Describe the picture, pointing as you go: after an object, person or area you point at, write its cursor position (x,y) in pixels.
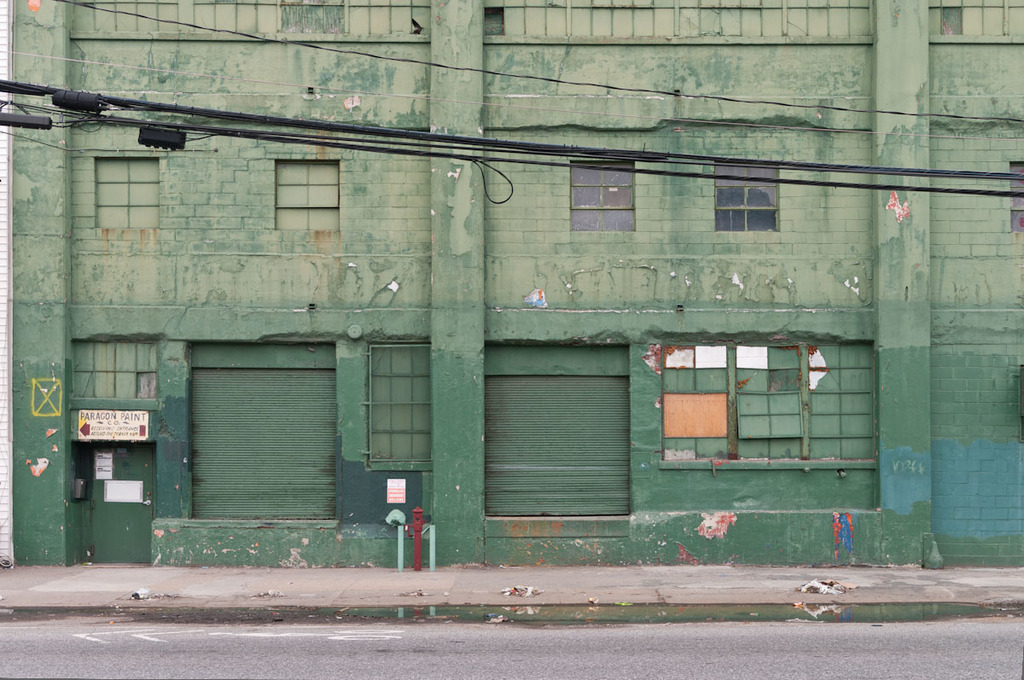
In the foreground of this picture (385,669), there is the road (747,633) and a side path (582,593). In the background (717,550), there is a green building (215,363) and a fire hydrant (418,538) on the side path (350,587). On the top (895,172), there are cables (869,172).
